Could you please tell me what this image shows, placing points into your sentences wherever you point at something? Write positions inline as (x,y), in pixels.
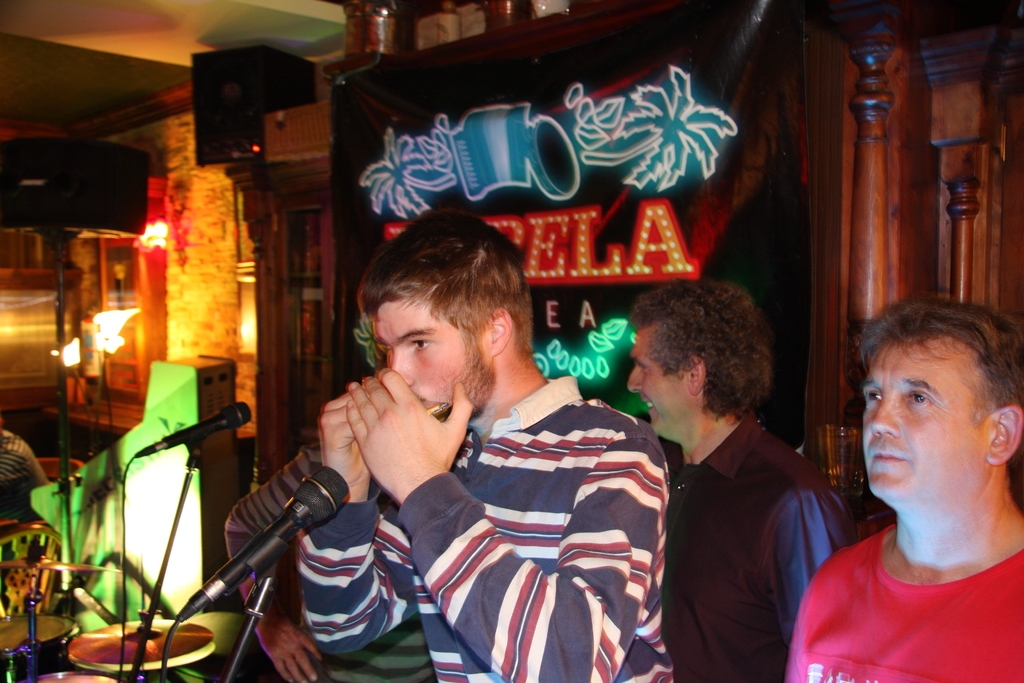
In this image, we can see some people (373,522) standing and there are two microphones (233,567), we can see the chairs (12,542), in the background (567,160), we can see a poster (485,171) and we can see two wooden pillars (876,136).
